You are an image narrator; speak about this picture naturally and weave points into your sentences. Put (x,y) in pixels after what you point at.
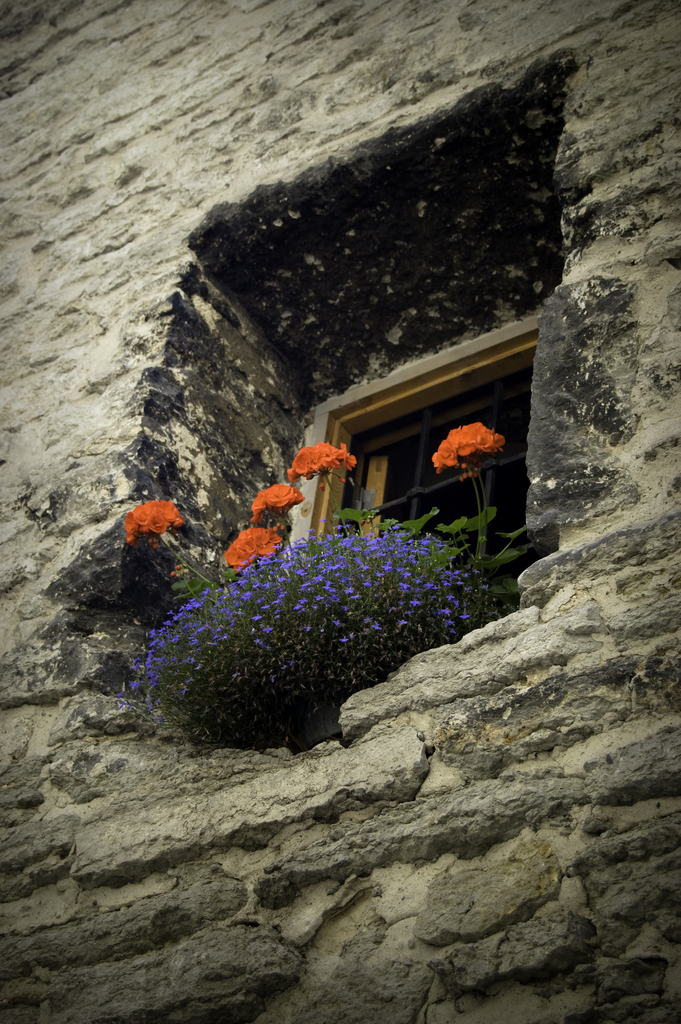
In this picture there is a window (394,395) in the center of the image (449,390) and there are flowers (182,624) in front of the window (297,515).
